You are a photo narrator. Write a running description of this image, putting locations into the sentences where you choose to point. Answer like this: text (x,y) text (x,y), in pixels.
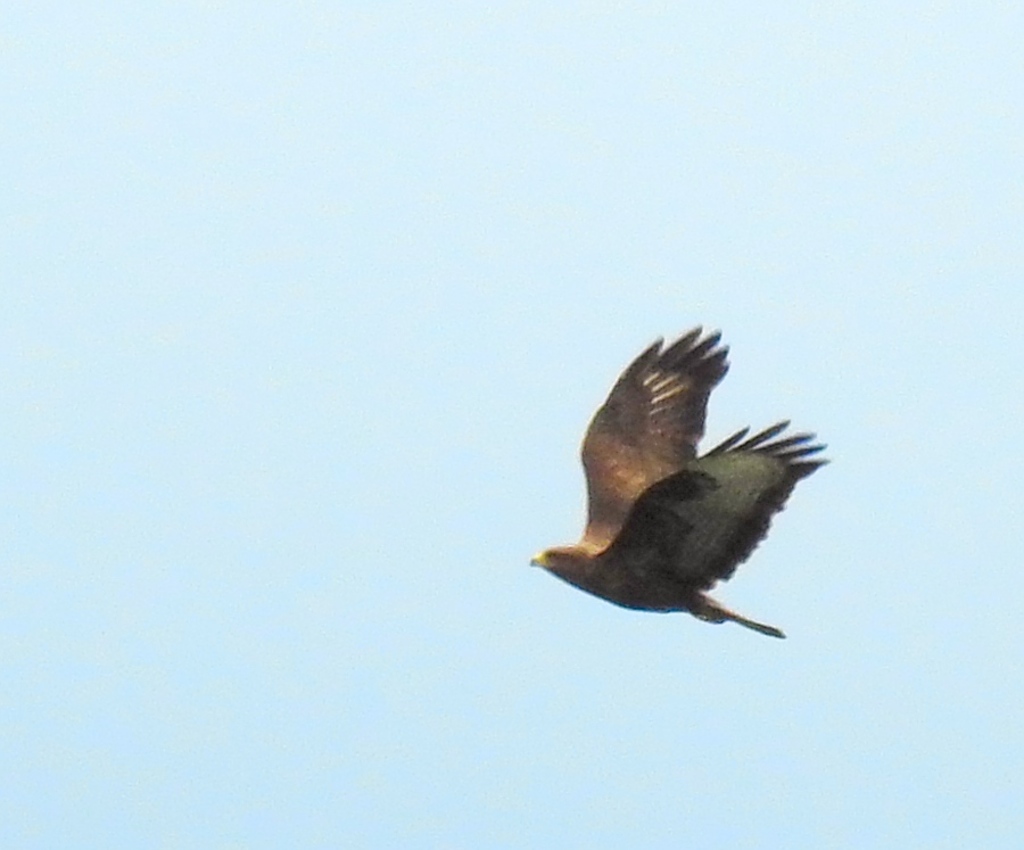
In this picture we can see a bird (553,566) is flying in the sky (575,449).
